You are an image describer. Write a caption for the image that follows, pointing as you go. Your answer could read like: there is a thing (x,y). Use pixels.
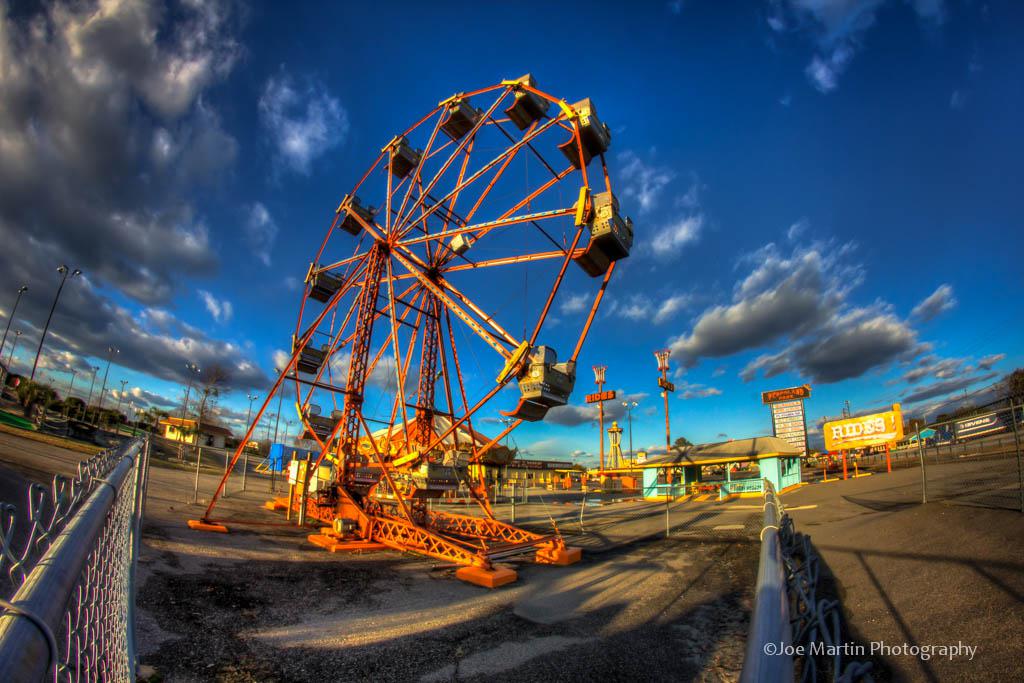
In this picture I can observe giant wheel (355,452) in the middle of the picture (432,342). In the background (252,438) I can observe clouds (88,117) in the sky (821,122).
